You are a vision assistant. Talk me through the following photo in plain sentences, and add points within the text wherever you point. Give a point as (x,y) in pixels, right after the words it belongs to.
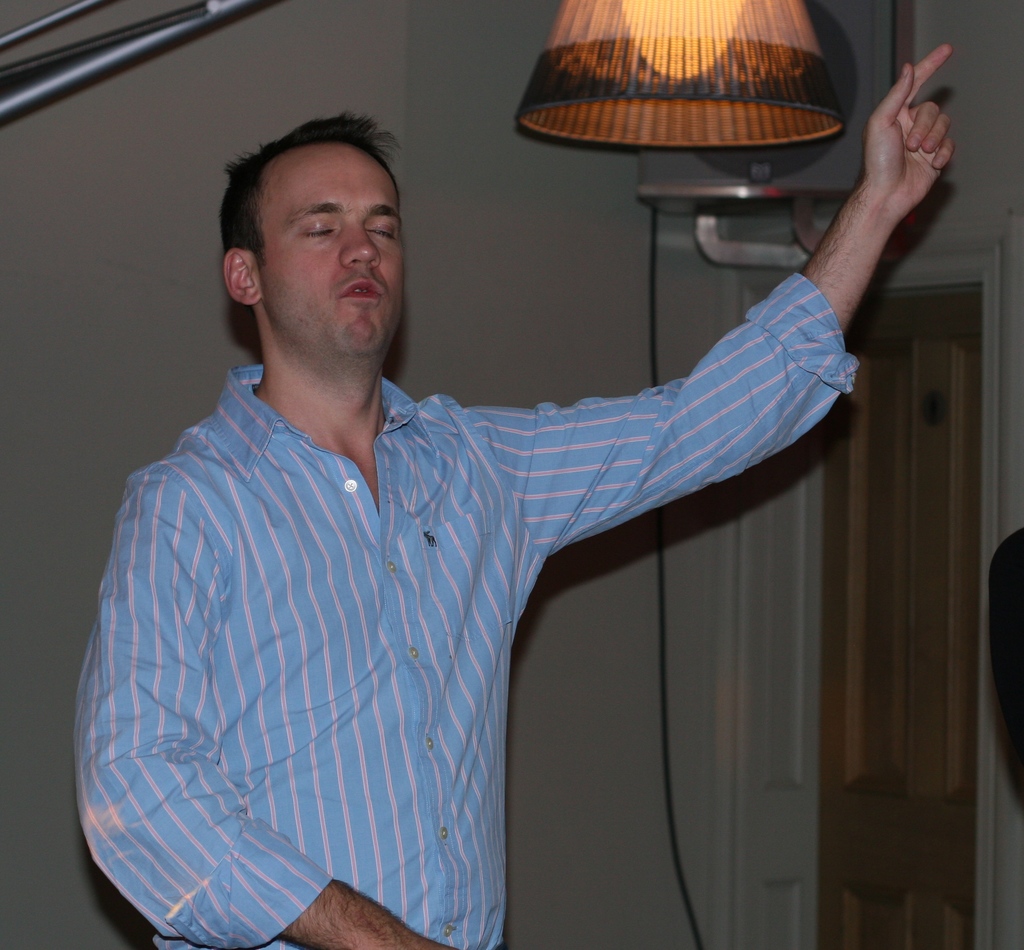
In the center of the picture (427,468) there is a man (380,593) in blue shirt (401,565). At the top (646,51) there is a lamp (748,76). Behind him it is wall (645,234). On the right (846,523) there are door (874,467), cable (651,325) another object (717,244).
